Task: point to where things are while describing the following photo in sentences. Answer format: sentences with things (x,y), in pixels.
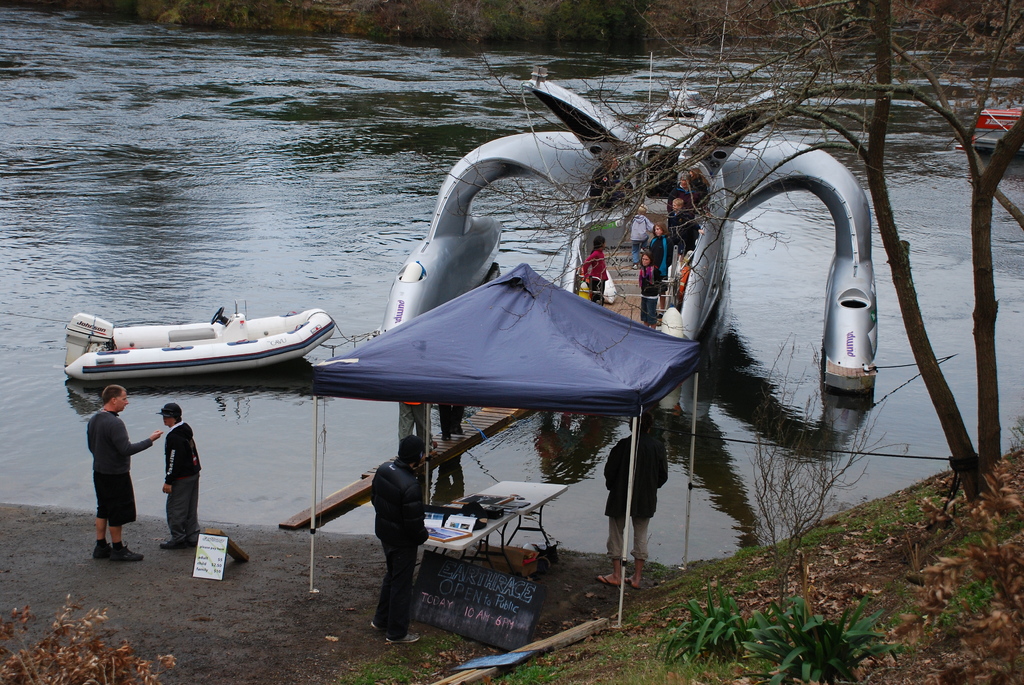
In the front of the image (491,300) I can see a tent (529,300). Under this tent (456,367) there is a table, people (632,512) and board (478,584). Above the table (516,490) there are objects (497,502). We can see people (103,454), board (227,540) and plants (147,684). In the background of the image (919,281) there is water (845,68), trees (707,26) and plants (214,6). Above the water (368,193) there are boats (419,256). In that boat (419,256) there are people (649,239).
